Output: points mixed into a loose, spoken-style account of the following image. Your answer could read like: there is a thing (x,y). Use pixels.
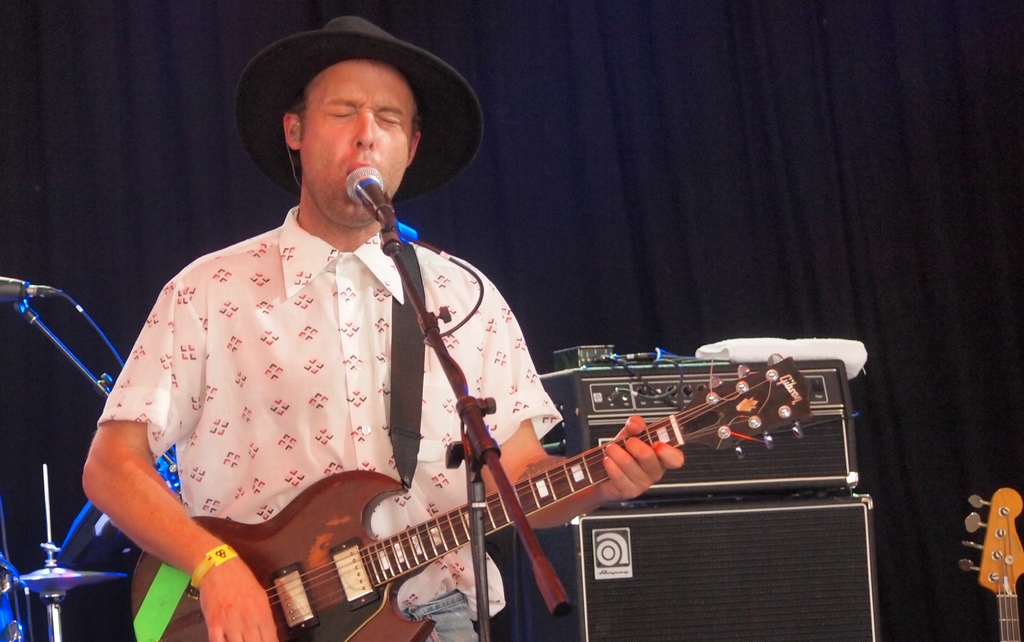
In the image we can see there is a man (342,288) who is standing and holding guitar (351,479) in his hand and behind there are speakers (762,495) and music system (686,388) and there is mic (385,220) with a stand (383,235) and a man (335,203) is wearing black colour hat (477,100) and behind there are blue curtains (57,271).
